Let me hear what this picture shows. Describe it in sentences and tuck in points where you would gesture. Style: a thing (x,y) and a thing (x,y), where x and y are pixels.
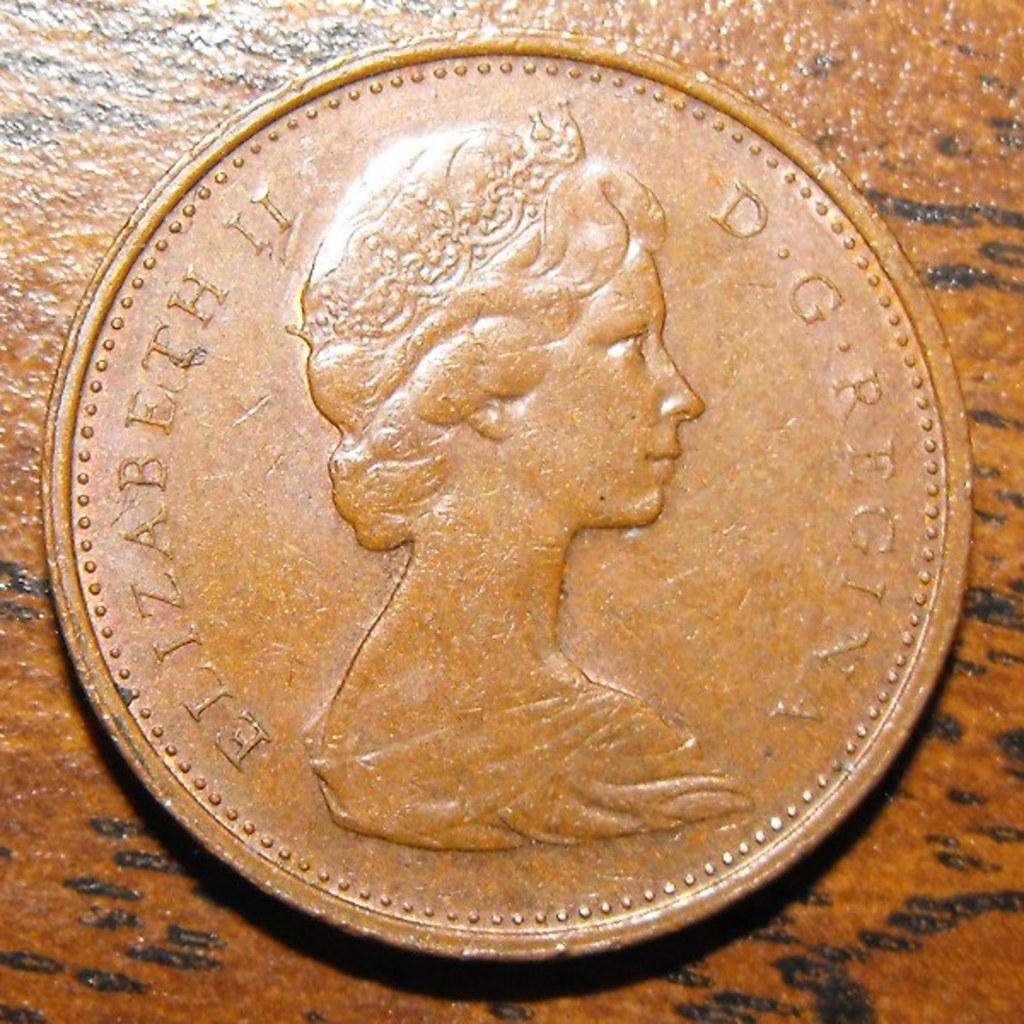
In the image we can see a coin (424,79).
